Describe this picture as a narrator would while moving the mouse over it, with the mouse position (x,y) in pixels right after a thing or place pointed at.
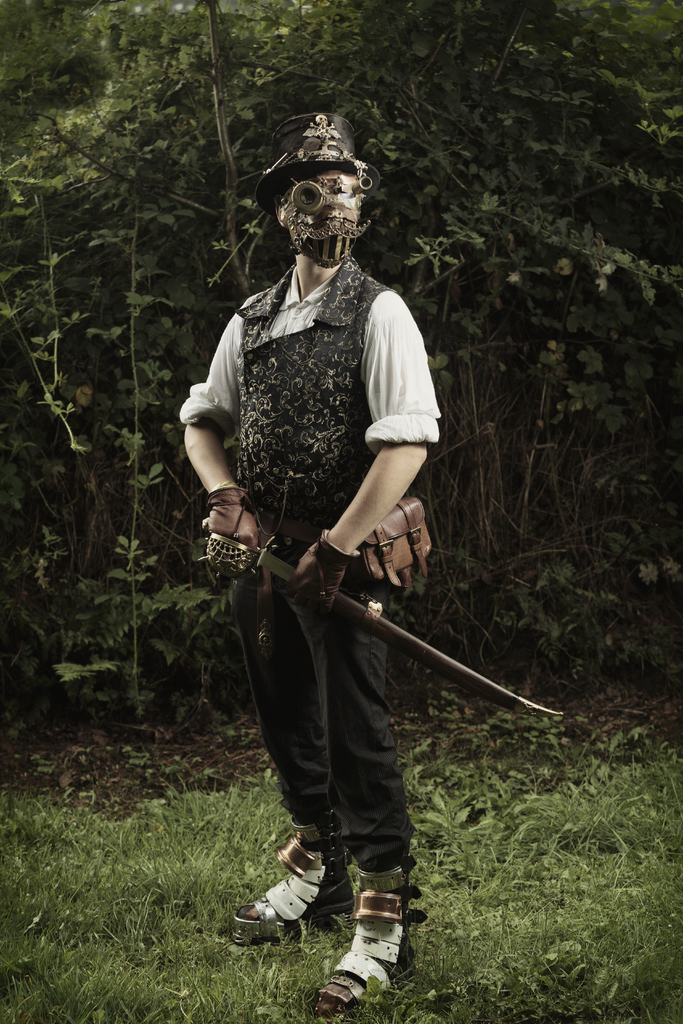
This image consists of a person (237,587), who is standing. He is wearing a mask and cap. He is holding a sword (214,552). There are trees (83,226) behind him. There is grass (333,964) at the bottom (624,871).
